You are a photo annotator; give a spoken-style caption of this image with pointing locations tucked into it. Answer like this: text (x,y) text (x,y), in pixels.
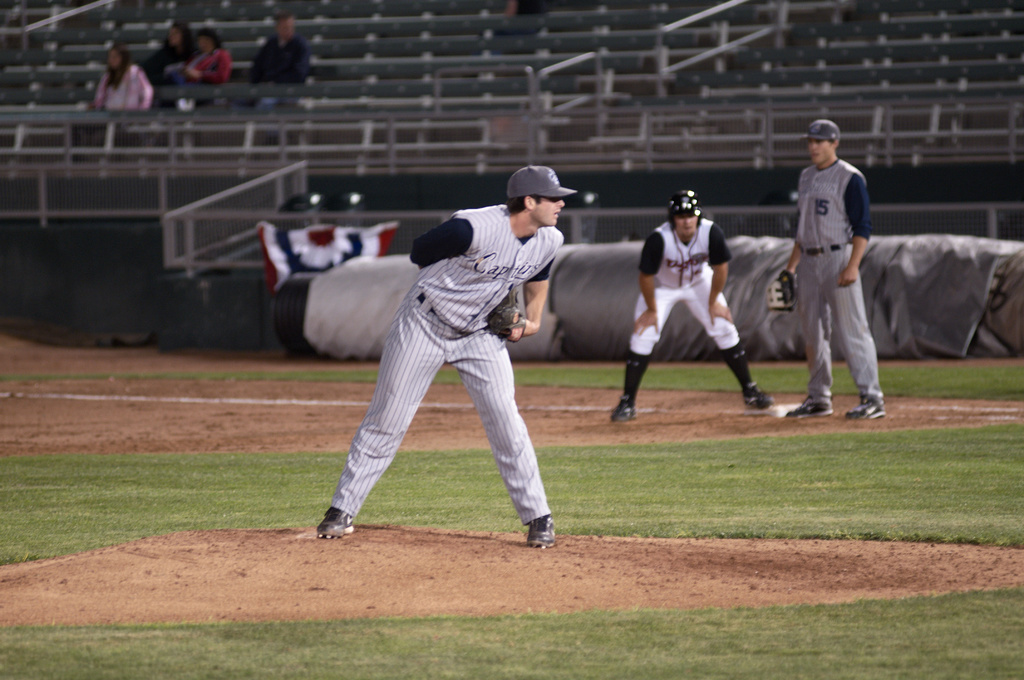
In this picture I can observe three players (658,321) in the ground (693,450). They are playing baseball. In the background (213,41) I can observe four members (203,66) sitting on the benches (394,92).
